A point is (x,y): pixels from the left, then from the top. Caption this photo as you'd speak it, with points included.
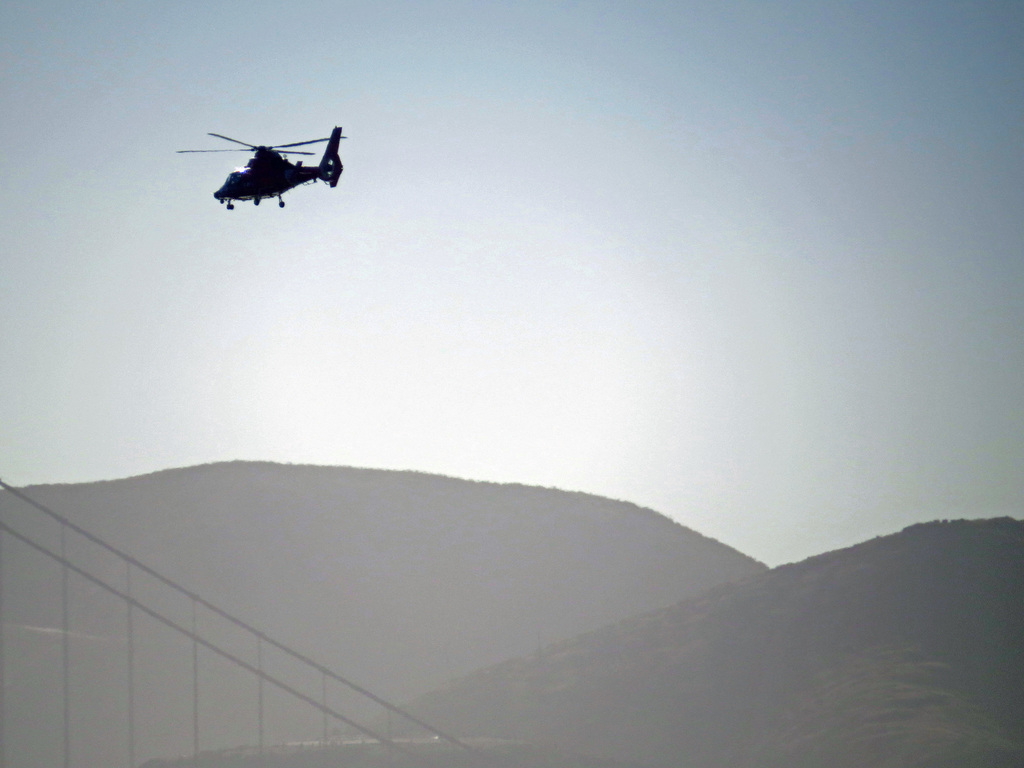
In this image we can see a helicopter (276,151) flying in the sky (383,255). We can also see some ropes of a bridge (131,655) and the hills (245,580).
